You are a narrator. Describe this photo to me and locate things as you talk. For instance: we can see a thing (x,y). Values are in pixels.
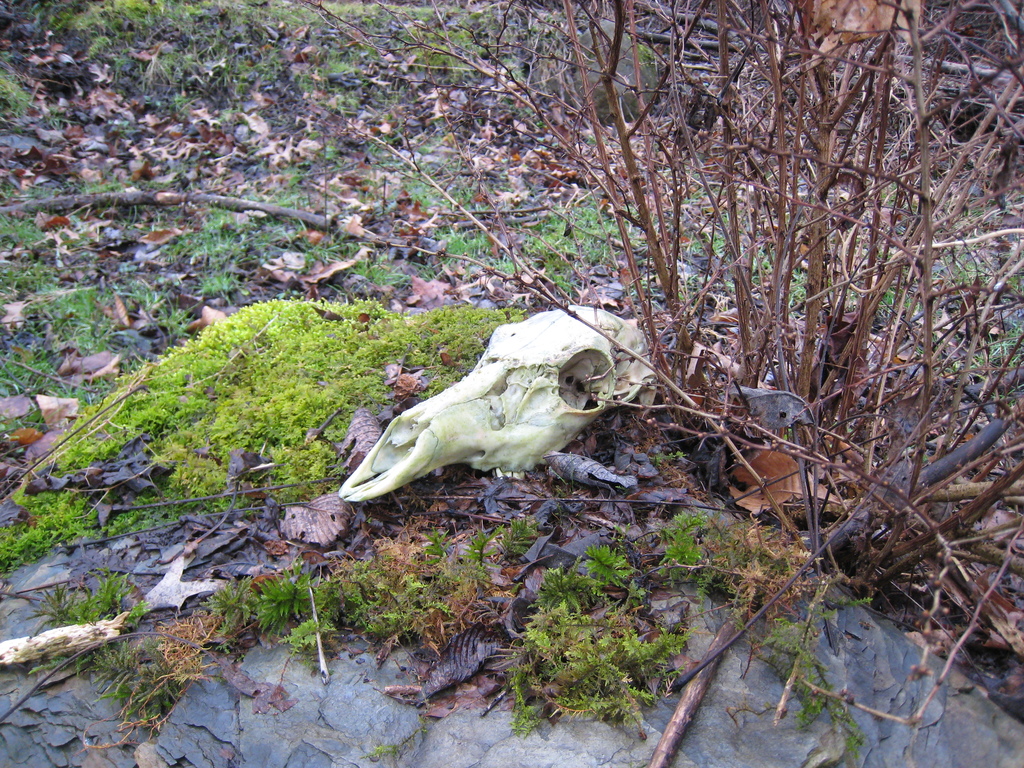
In this image, this looks like a skeleton (457,403). This is the grass (327,397) and the dried leaves (445,247). These are the branches (747,212).
